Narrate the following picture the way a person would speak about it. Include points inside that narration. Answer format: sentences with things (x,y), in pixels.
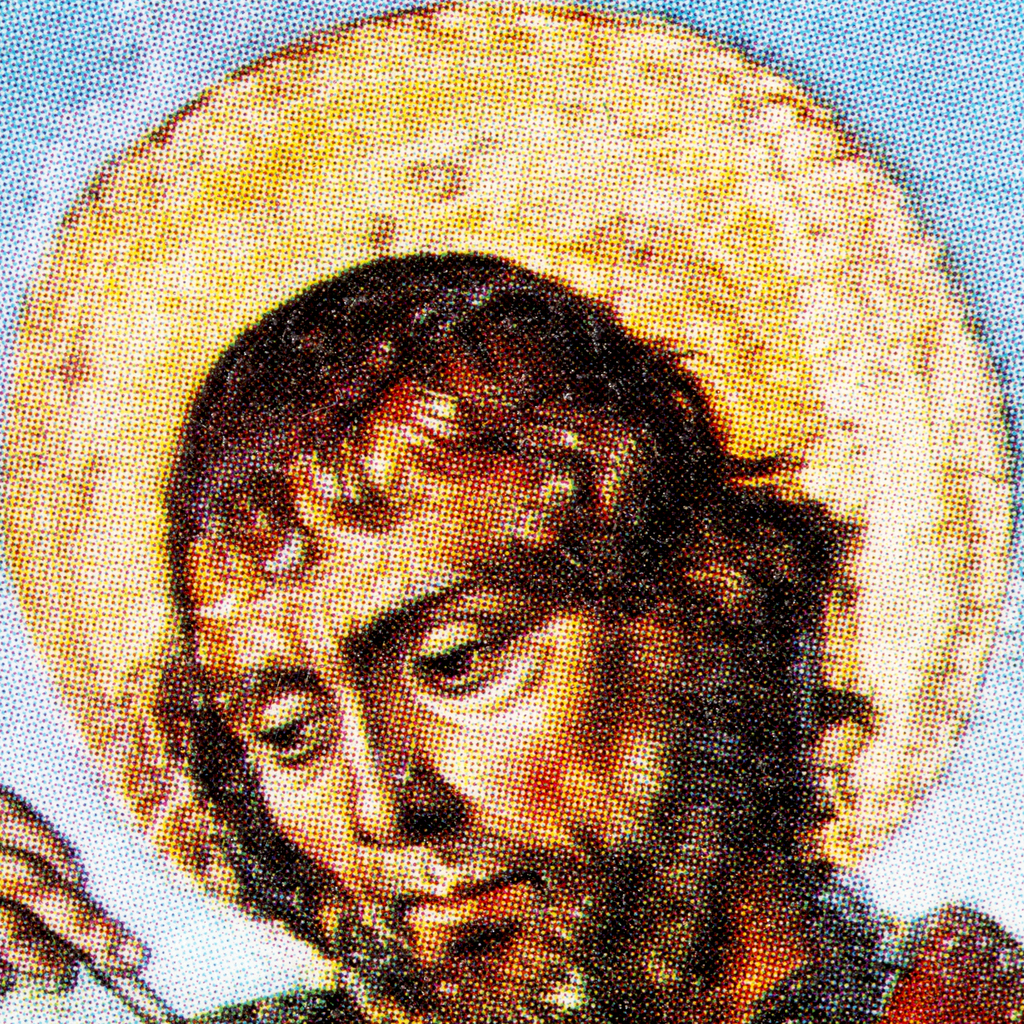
In this image we can see a painting (454,524) of a person (454,524) holding an object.
